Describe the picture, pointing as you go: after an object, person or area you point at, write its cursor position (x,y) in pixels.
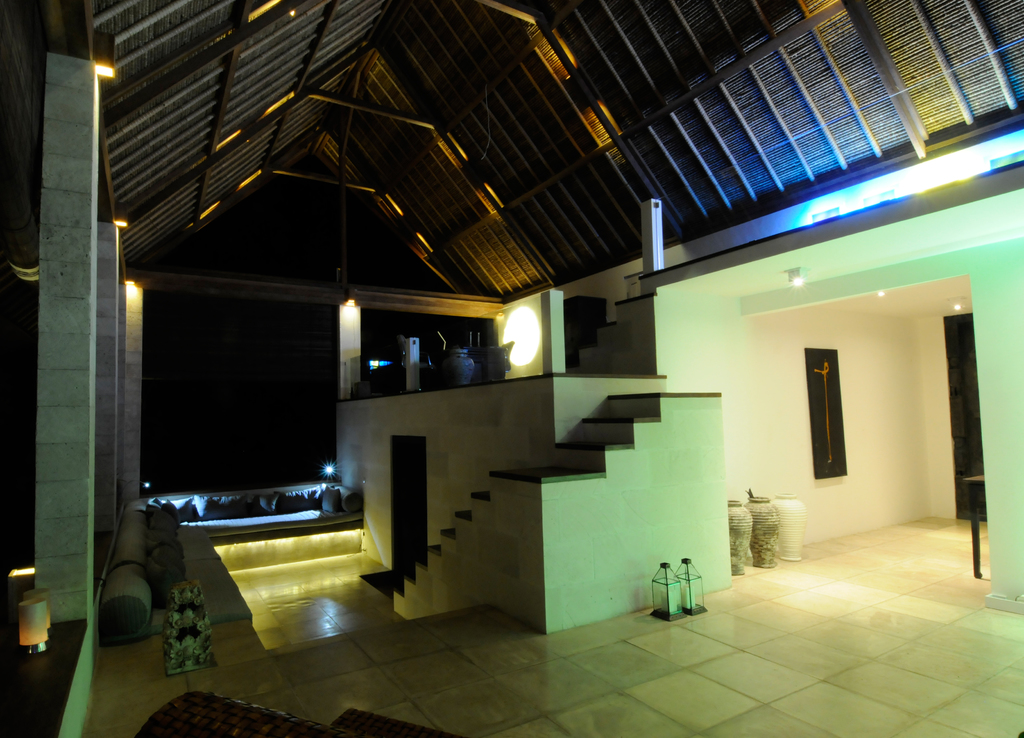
At the top of the image (534,102) there is roof (242,89) with rods (347,104). There are pillars (108,335). There are staircase (440,561). At the bottom of the image (576,690) there is floor (752,697). To the right side of the image (953,408) there is door (957,463). There is a photo frame (835,359) on the wall (724,359). There are lights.
